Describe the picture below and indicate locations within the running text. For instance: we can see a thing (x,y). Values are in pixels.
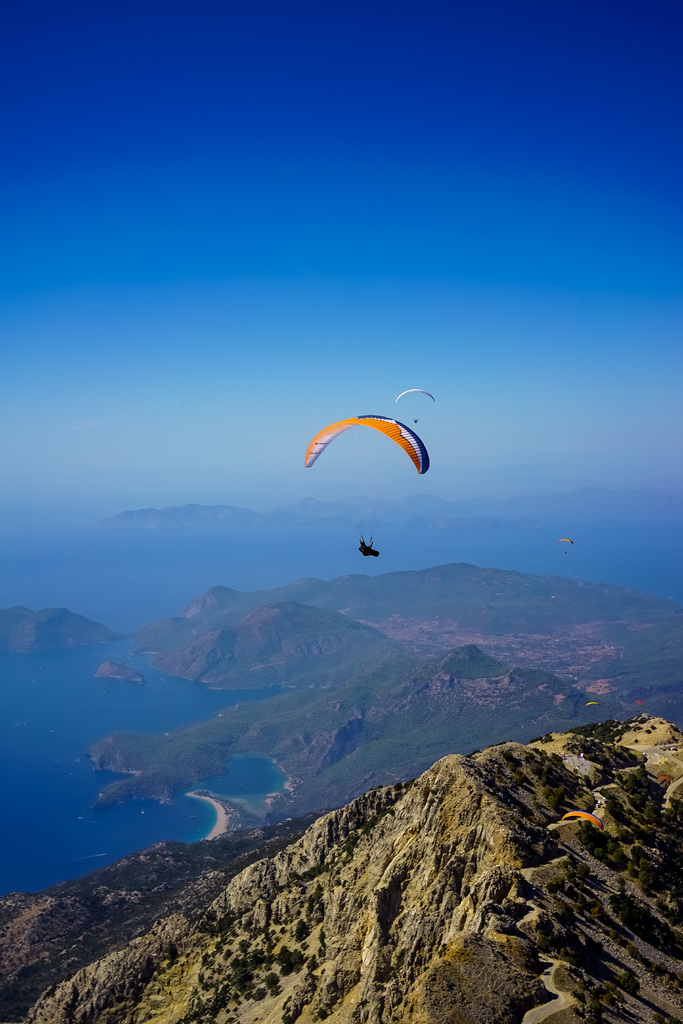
In the middle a person (373,553) is flying in the air (236,269) with a parachute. This is the mountain (435,844), on the left side (82,784) there is water (72,737). This is the sky (310,257).
